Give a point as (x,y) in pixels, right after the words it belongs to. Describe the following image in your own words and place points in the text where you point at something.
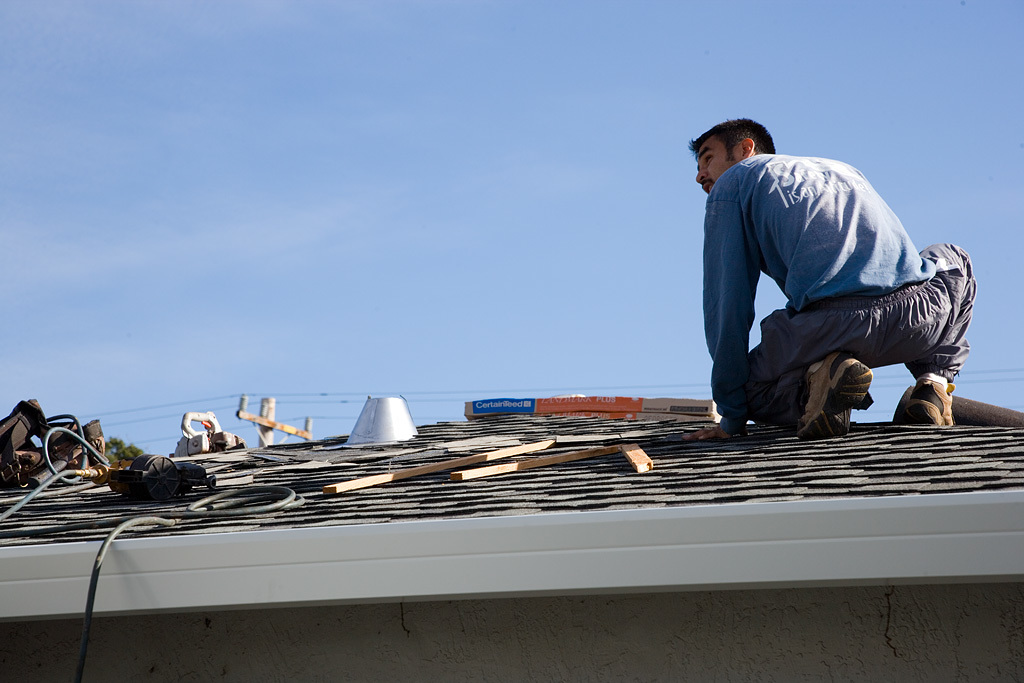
In this image we can see a rooftop (610,497). On that there is a person (753,396), wooden pieces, wires (240,488) and some other objects (401,435). In the back (255,420) there is an electric pole (272,423) with wires (347,404). Also there is sky (482,138) with clouds (253,207).
